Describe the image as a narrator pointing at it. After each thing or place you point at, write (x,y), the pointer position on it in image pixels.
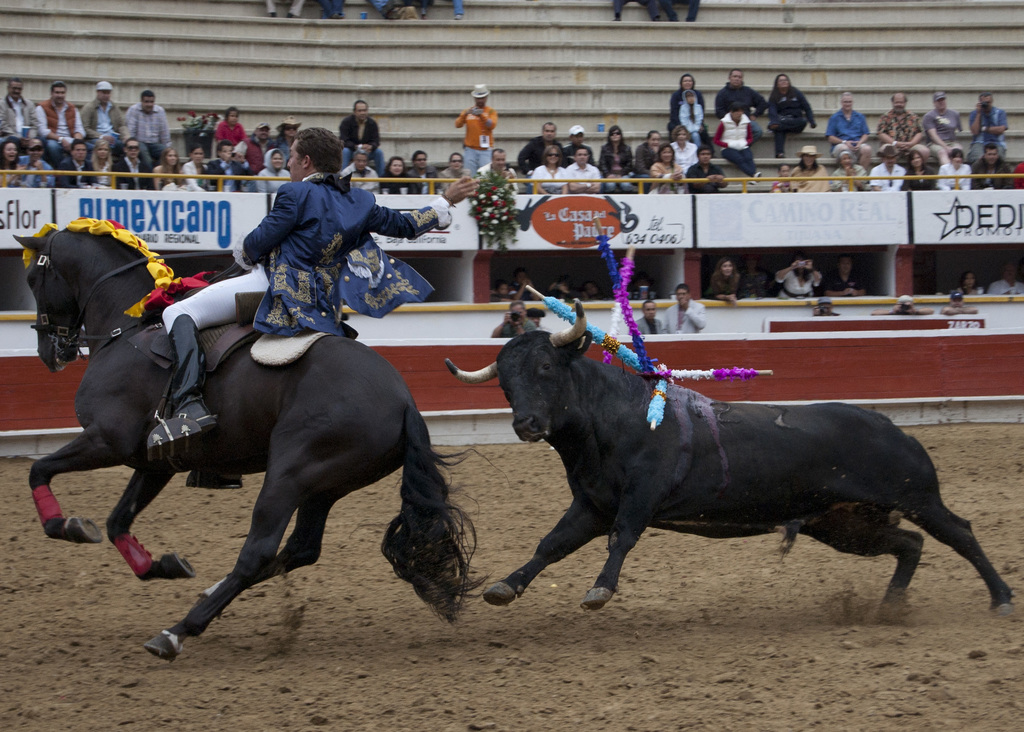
This black horse (241,419) and this black bull (664,441) are running, as there is a leg movement. On this black horse (245,377) a man (345,200) is sitting. Far there are many audience (365,147) are observing. This are banners (915,211). This are steps (321,61).
